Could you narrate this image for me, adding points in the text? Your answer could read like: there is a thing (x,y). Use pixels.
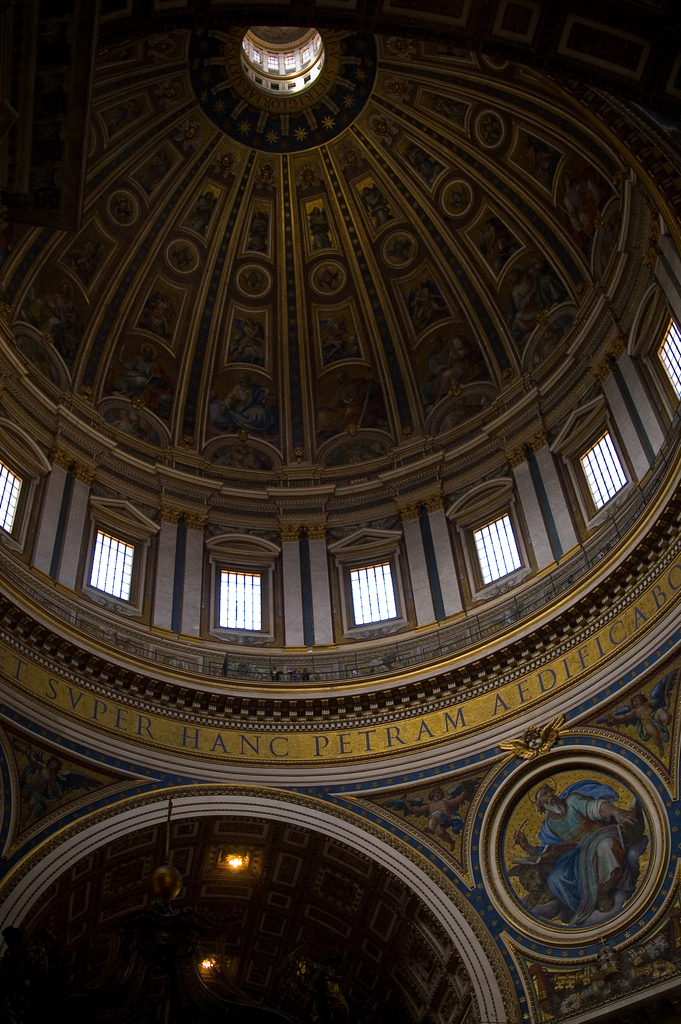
In this picture I can see inner view of a building (452,404) and I can see painting (348,313) on the wall (11,664) and ceiling (385,298) and I can see text (679,566) and couple of lights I can see a painting (604,836) of a man (605,878).
